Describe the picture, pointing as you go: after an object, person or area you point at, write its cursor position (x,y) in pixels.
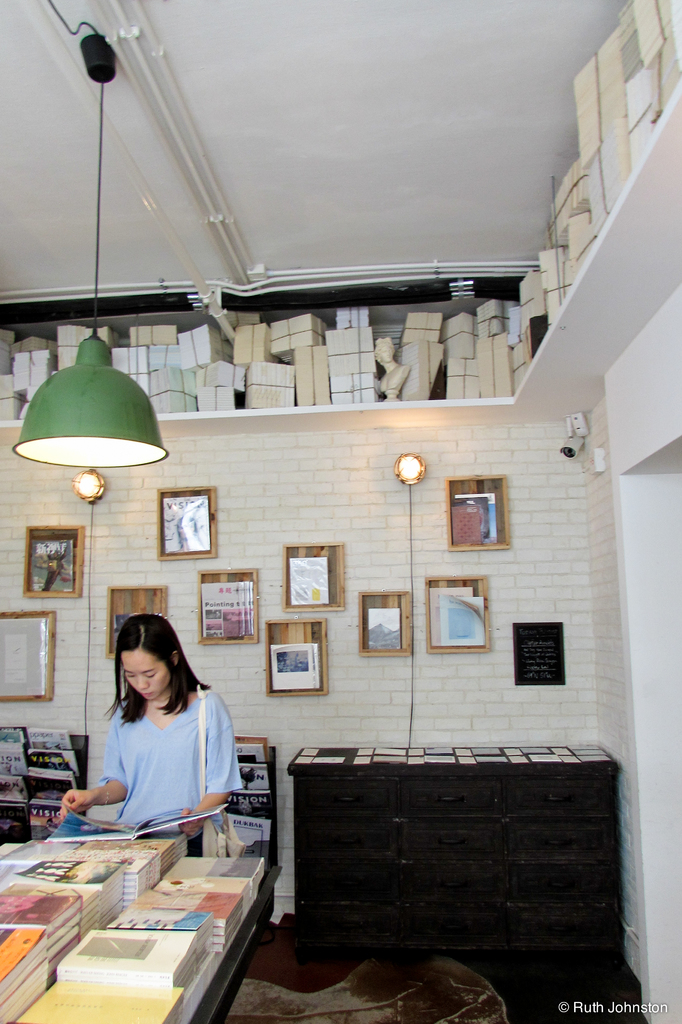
This is an inside view. On the left side (172,731) I can see a woman (175,757) standing and holding a book (172,821) in hands (82,808) and looking into the book (85,830). In front of her there is a table (235,947) on which few books (56,890) are placed. In the background (423,815) there is a table (403,804) and a wall (272,540) on which frames (308,622) and lights (86,484) are attached. On the top (465,338) I can see some boxes (328,371) on the wall (365,436). On the left side (82,430) I can see a light (98,381) which is hanging to a metal rod (98,82) which is attached to the top (117,6).
